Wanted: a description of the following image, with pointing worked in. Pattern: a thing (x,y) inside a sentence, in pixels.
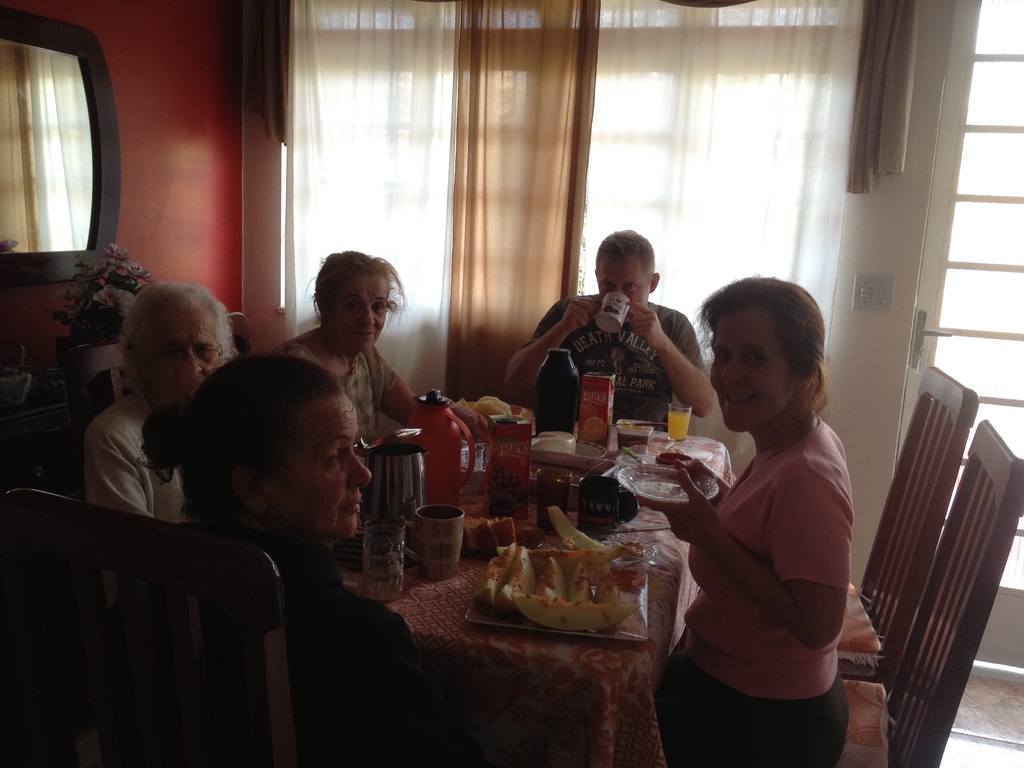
in this image there are people (322,611) sitting around the table (436,579). on the table (452,590) there are glass (389,529), kettle (446,479), food (543,581). behind them there are curtains (534,168). at the left side (92,140) there is a mirror (38,156) on the wall (236,139).
